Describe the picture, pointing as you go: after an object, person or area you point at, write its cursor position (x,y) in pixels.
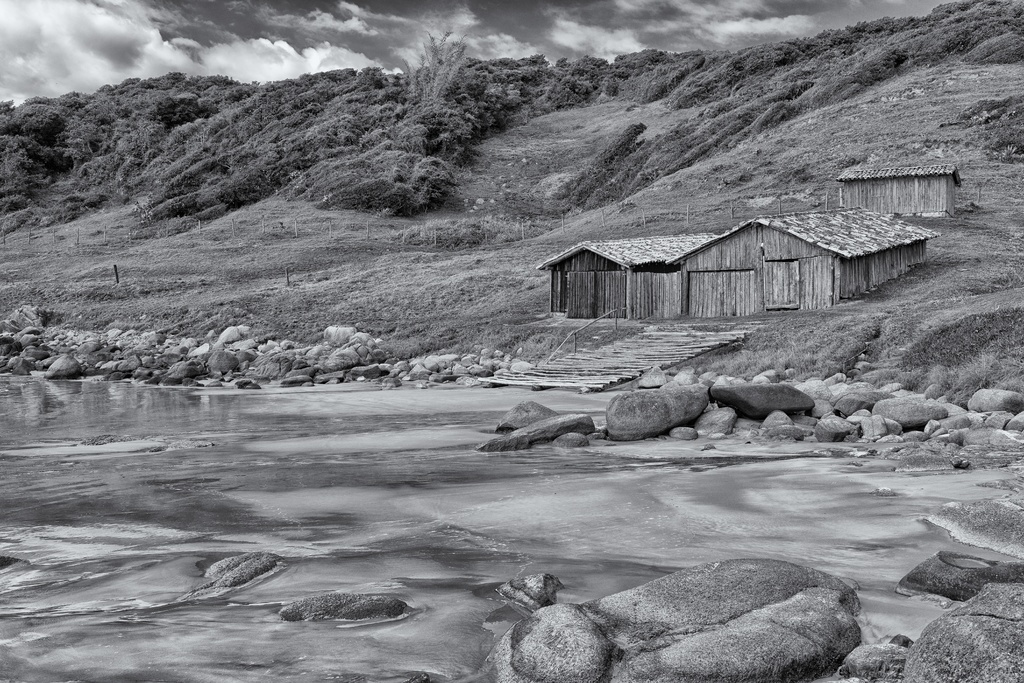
In this image, we can see few huts (762,293), trees (195,181), poles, grass (783,357), stones (779,380). Here we can see a water (508,552) is flowing. Top of the image (50,68), there is a cloudy sky (356,42).
